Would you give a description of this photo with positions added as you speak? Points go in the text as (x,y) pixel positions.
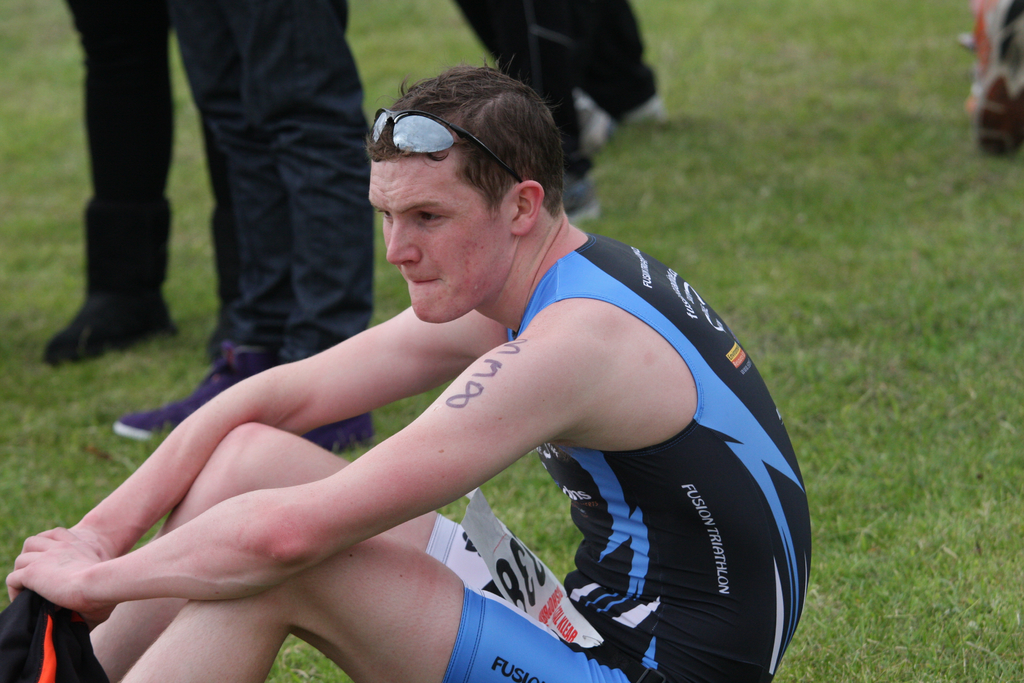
In front of the picture, we see a man (632,361) in the blue and black T-shirt (691,446) is sitting. He is wearing the goggles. At the bottom (973,536), we see the grass (963,467). In the background (118,246), we see the legs (161,269) of three people (221,130). In the right top (1014,24), we see an object (986,90) in white, brown and orange color.
